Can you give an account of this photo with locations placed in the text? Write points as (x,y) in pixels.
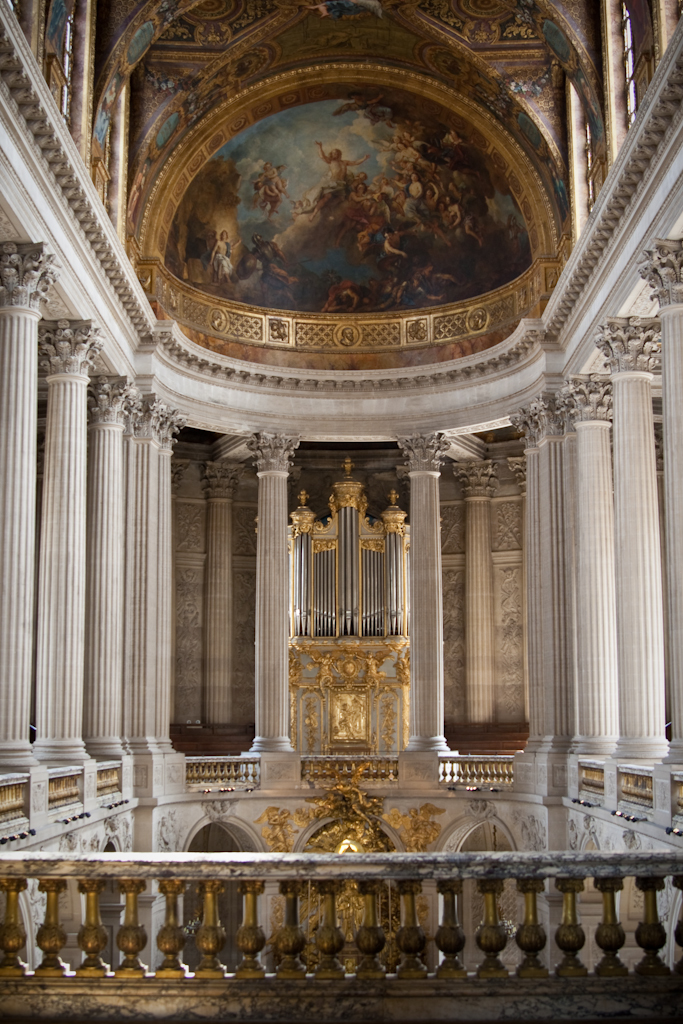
There is a building (554,104), in which, there is painting (279,197) on the roof (378,129) and there are pillars (170,511).
